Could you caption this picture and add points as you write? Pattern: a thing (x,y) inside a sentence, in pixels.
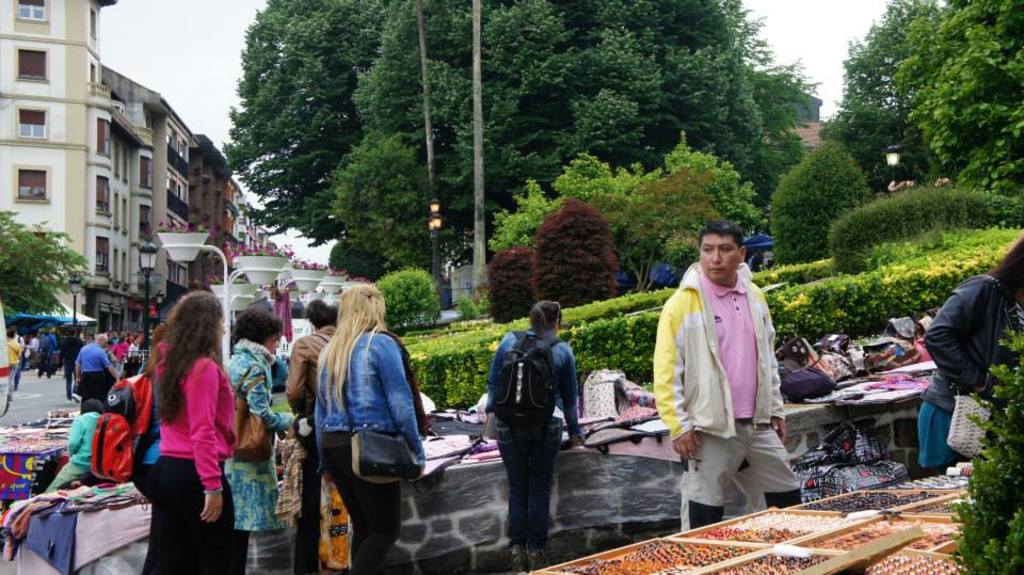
In the center of the image (666,344) we can see many persons (153,423) standing on the floor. In the background (435,396) we can see bags (923,359), plants (798,288), trees (561,103), poles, street lights (437,216), buildings (102,208), persons (44,367), road (44,381), vehicle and sky (190,33).
